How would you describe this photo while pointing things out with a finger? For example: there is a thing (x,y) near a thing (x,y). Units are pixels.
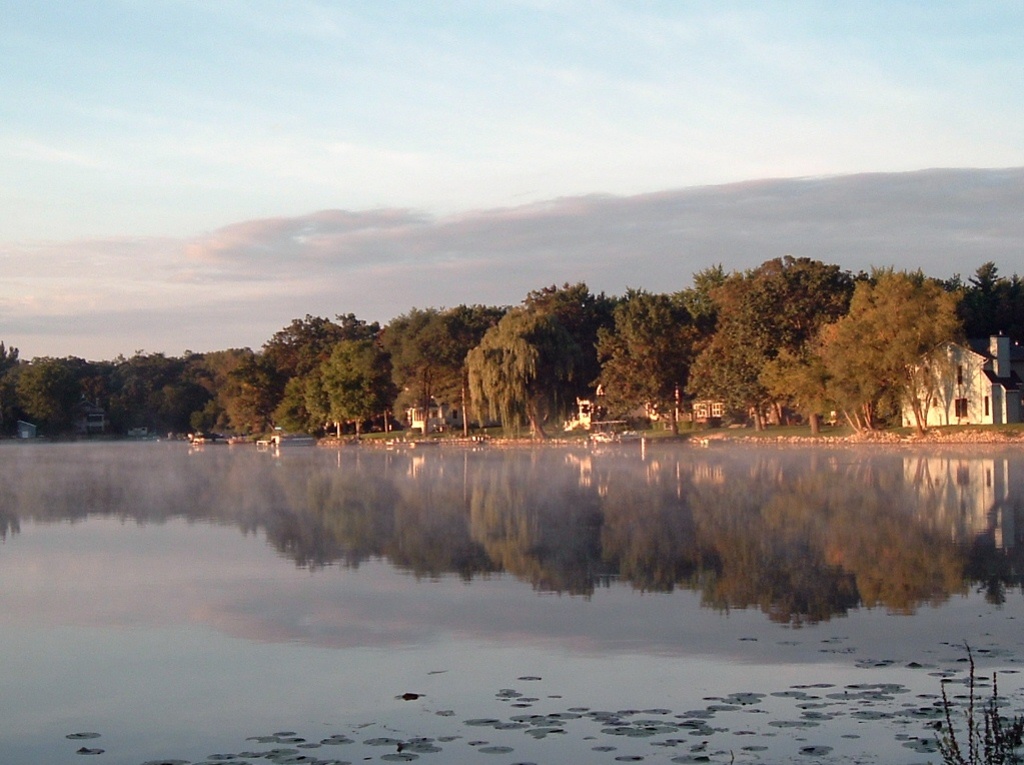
In this image there is a river (543,608) at bottom of this image (422,559) and there are some trees (361,421) in middle of this image (527,414) and there are some building (418,412) behind to these trees (917,391) and there is a sky (484,160) at top of this image (416,177).
